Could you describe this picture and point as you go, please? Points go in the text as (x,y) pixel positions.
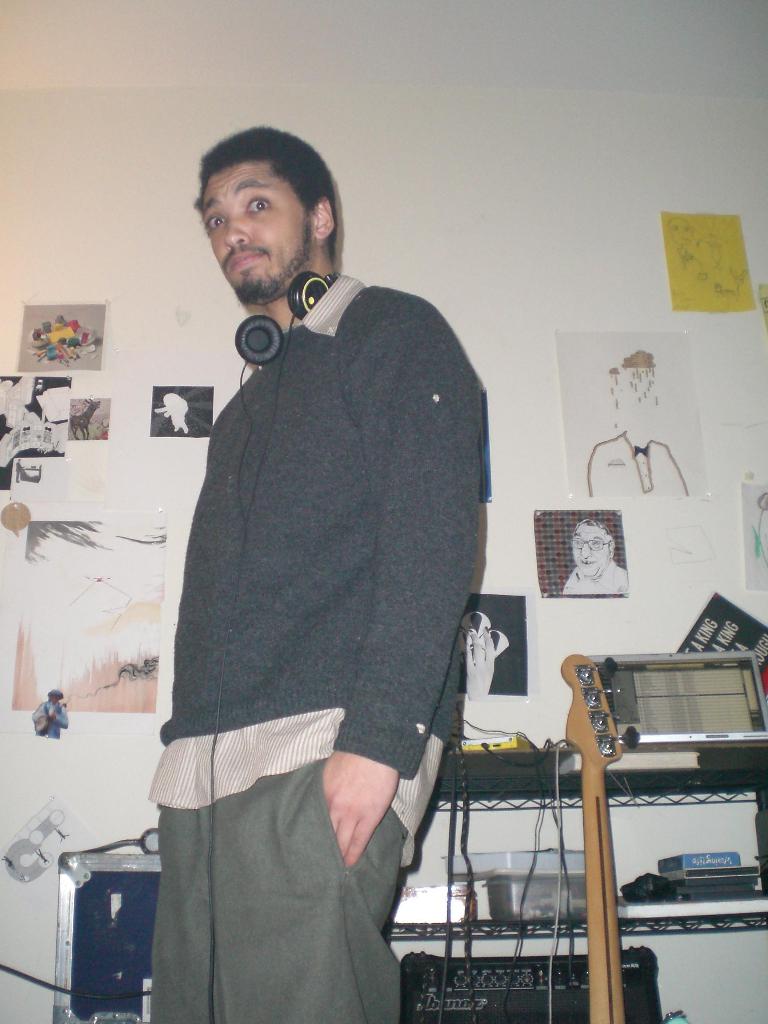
In this image we can see a person (320,649) standing wearing a headset (266,356) to his neck (284,322). On the backside (141,477) we can see some pictures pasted on the wall (130,320). On the right side (519,775) we can see a table (628,771) containing a laptop (658,699), guitar (597,758), wires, box (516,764) and some containers (506,894) on it.
